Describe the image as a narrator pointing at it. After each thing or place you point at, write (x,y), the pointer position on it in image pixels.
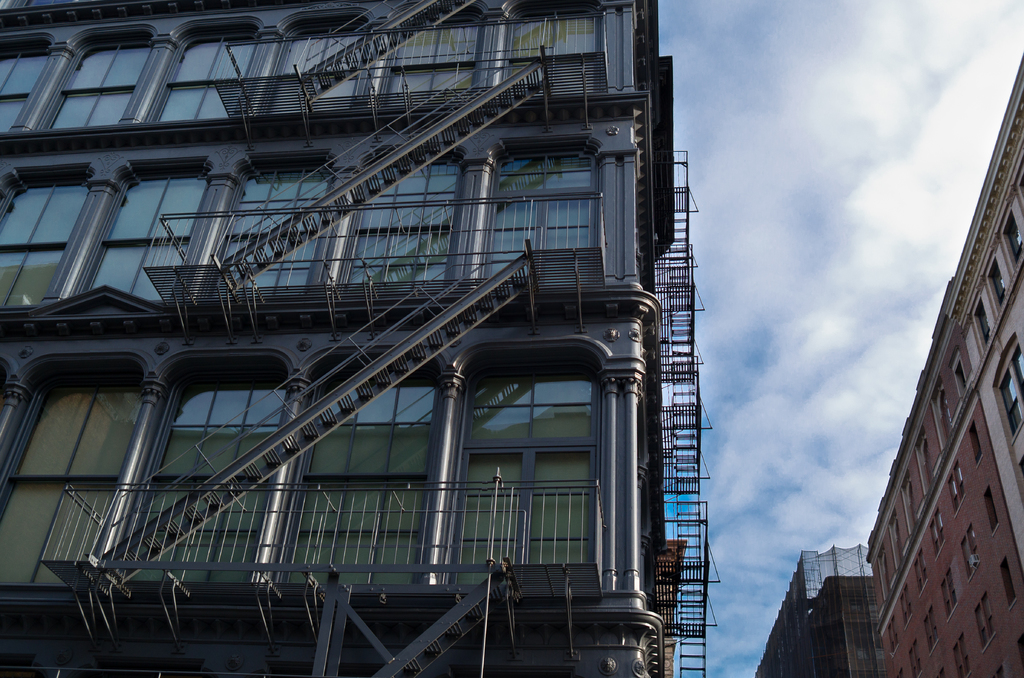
In this image, we can see a glass building (276,487) with pillars (286,421), railings (374,535) and stairs (412,352). Right side of the image (899,608), we can see buildings (903,554), wall (917,547), glass windows (939,526). Here we can see the sky (786,340).
